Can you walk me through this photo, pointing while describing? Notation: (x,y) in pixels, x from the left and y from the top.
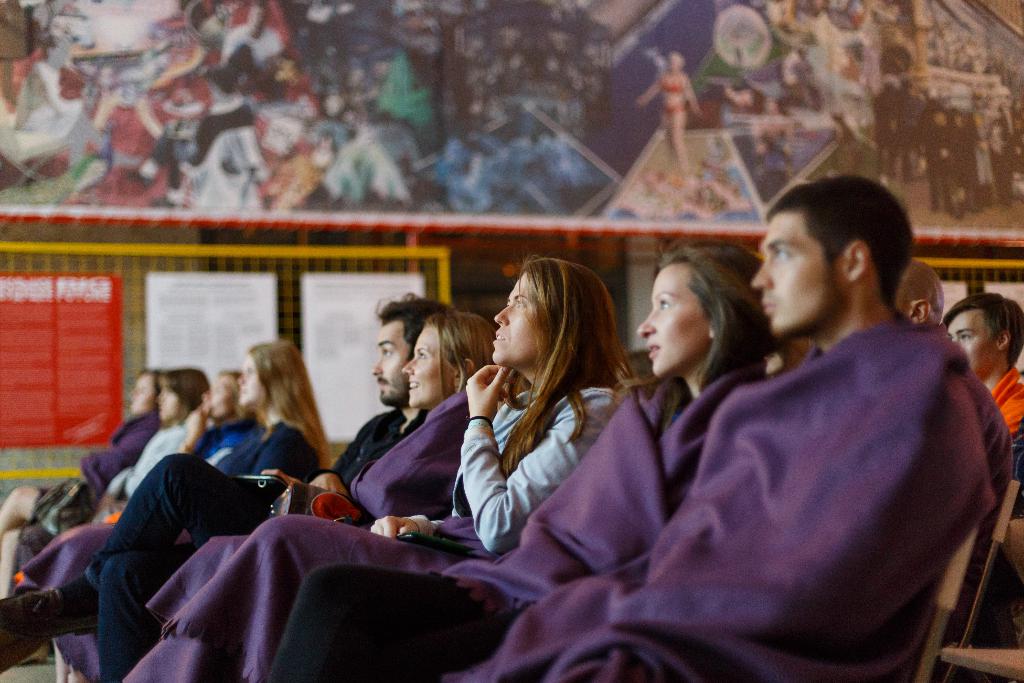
In this image we can see a group of people (609,455) sitting on the chairs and few people (487,461) are holding some objects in their hands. There is a banner (719,116) at the top of the image (423,137). There are few boards (257,328) in the image.
